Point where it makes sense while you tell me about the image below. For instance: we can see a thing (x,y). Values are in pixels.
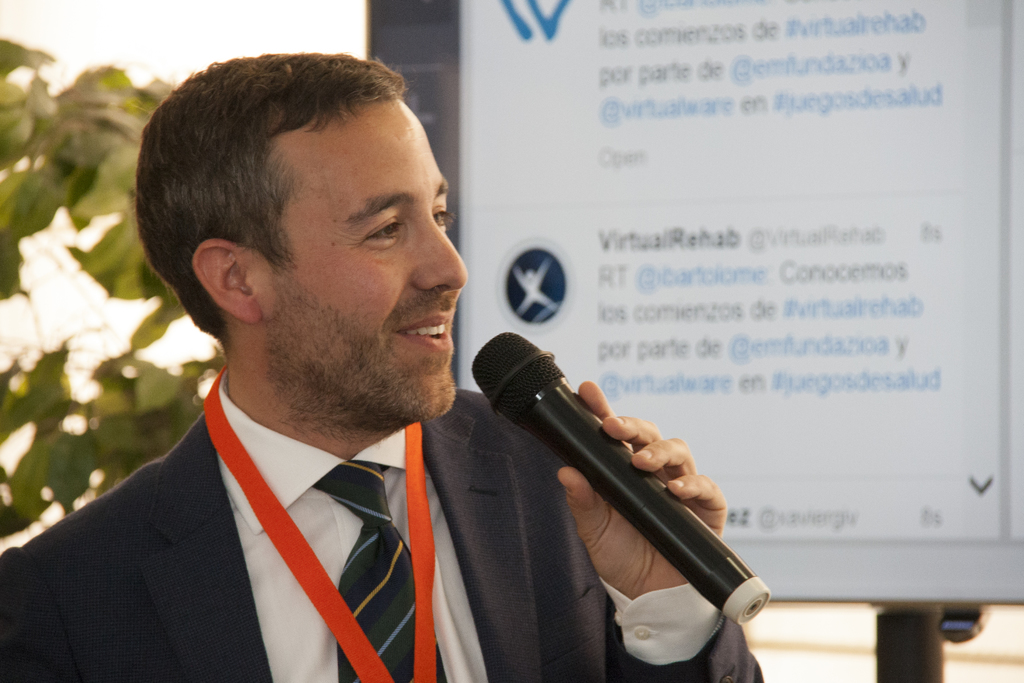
As we can see in the image, there is a banner (910,159) and a man (434,263) holding mic (636,520).
